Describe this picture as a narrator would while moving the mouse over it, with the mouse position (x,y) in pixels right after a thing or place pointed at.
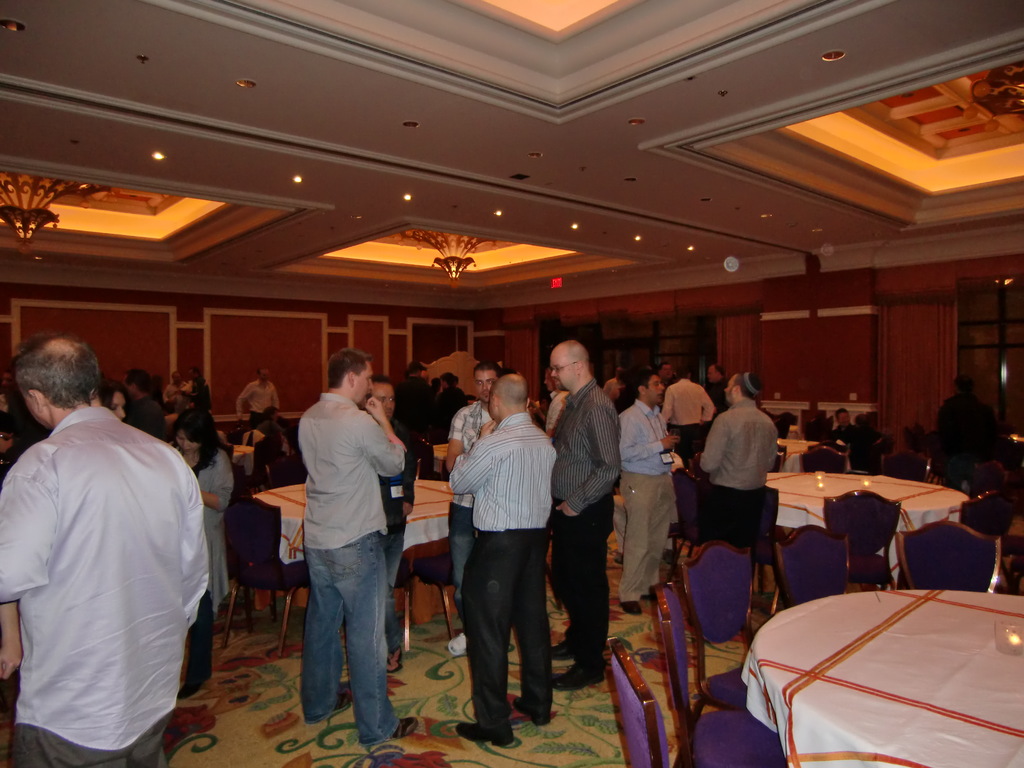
On the right side of the image (804,679) we can see one table (865,689) and chairs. On the table (929,698), we can see one cloth (1020,698) and one glass object (1009,627). In the center of the image (558,399) we can see a few people (475,416) are standing and few people (599,406) are holding some objects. In the background (269,352) there is a wall (412,329), lights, tables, chairs (689,476), tablecloths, glass objects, few people (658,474) are sitting and a few other objects (653,334).
